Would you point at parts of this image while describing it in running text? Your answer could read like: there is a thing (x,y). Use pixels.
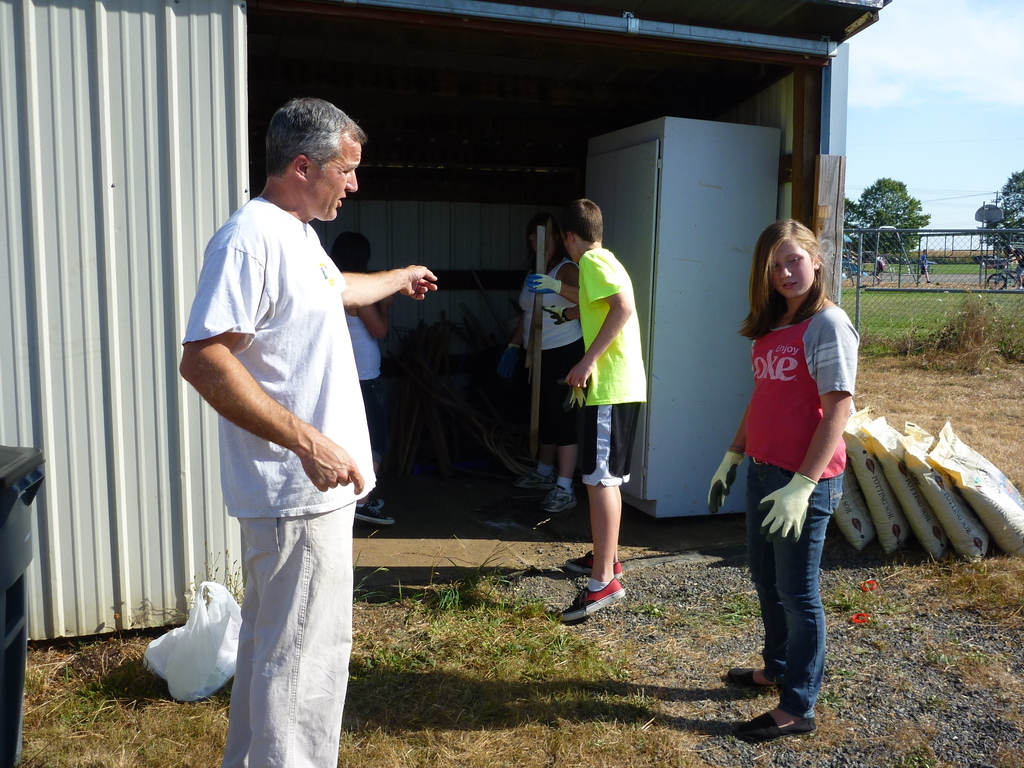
In this image I can see group of people (255,748). There is an iron shed (415,165), fencing (915,292), grass (366,681), there are sacks (933,531), trees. Also there are some objects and in the background (947,136) there is sky (880,173).
